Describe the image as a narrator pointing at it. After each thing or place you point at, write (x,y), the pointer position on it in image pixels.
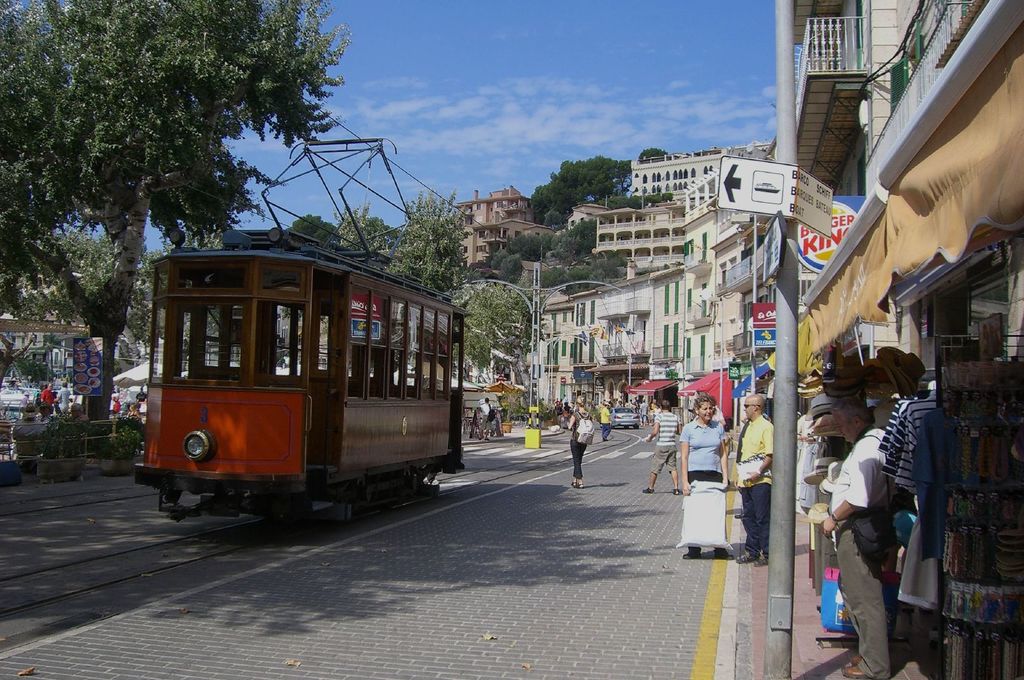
In the center of the image (363,382) we can see a train (318,378). In the background of the image (136,362) we can see the buildings (938,316), trees (476,366), poles (787,373), boards (848,228), tents (883,267), some people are standing and some of them are walking on the road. On the left side of the image (145,379) we can see an umbrella (125,376), some people (128,404) are sitting on the chairs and also we can see the plants (116,447), pots (75,468). At the bottom of the image (329,636) we can see the road (579,601). At the top of the image (567,132) we can see the sky (770,78).
